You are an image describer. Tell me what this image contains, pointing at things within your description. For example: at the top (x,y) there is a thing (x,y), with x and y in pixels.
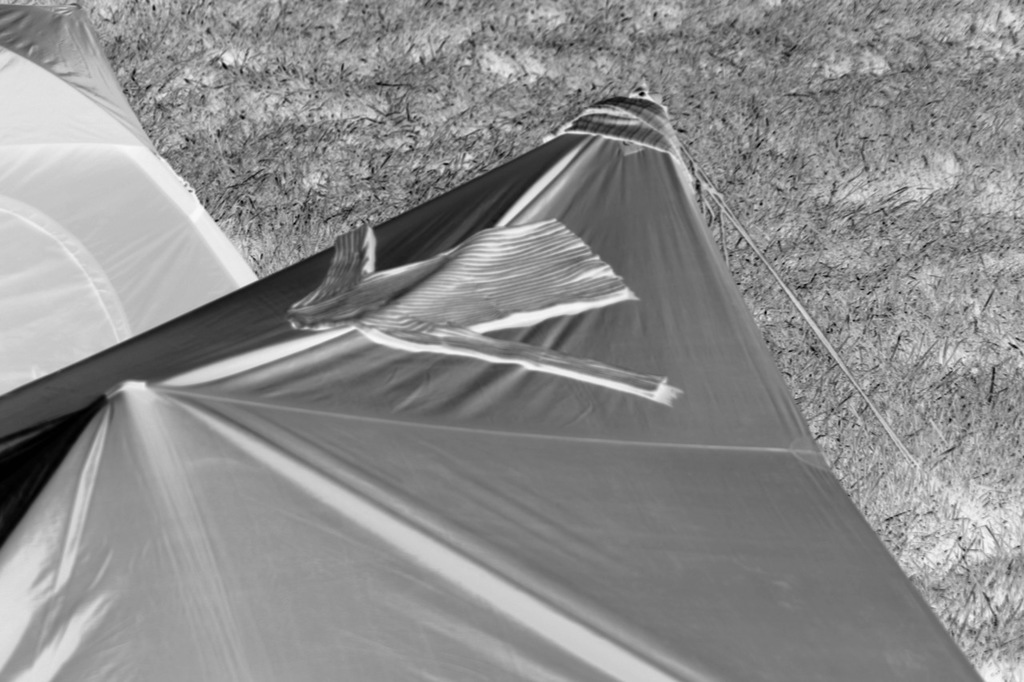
In this image I can see tents (797,475). This image is black and white in color.
